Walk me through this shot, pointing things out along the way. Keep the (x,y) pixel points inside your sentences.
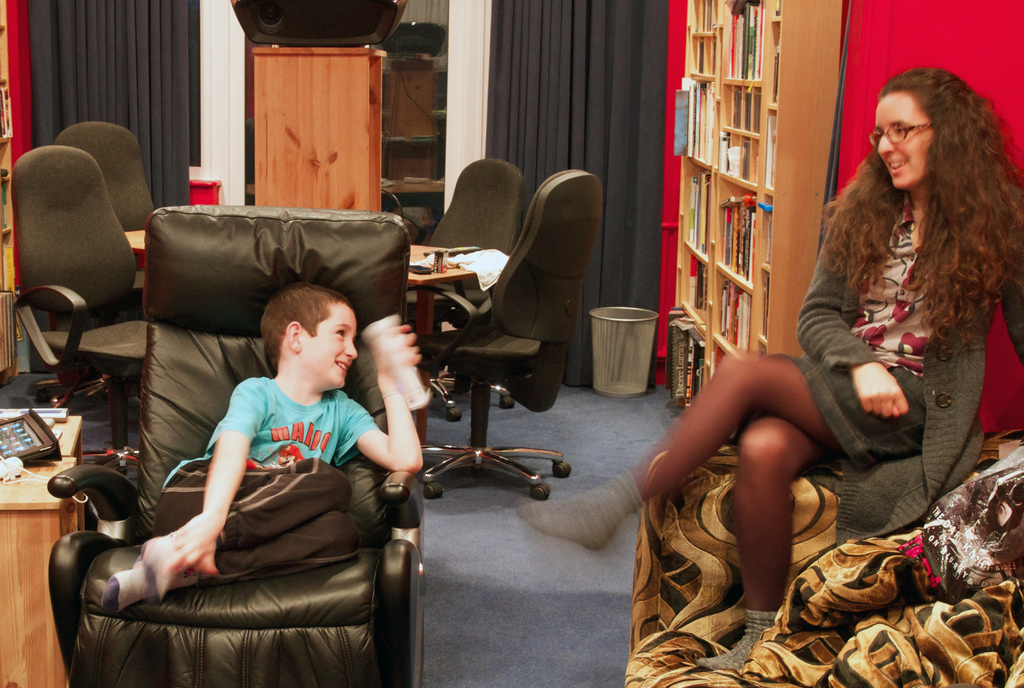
This picture is clicked inside the room (381,334). The boy (333,436) in blue T-shirt (309,438) is holding something in his hand (403,354). He is sitting on the chair (363,544) and he is smiling. Beside him, we see a table (32,525) on which black color object (41,445) is placed. On the right side (865,342), the woman (880,342) in black jacket (907,491) is sitting on the sofa (838,625). Behind her, we see a red wall (928,59). Beside that, we see a rack (777,181) in which books (732,319) are placed. Beside that, we see a black curtain (631,222) and a dustbin (645,350). In the middle of the picture (582,274), we see a table (418,251) around which chairs (579,278) are placed. Behind that, we see a cupboard (336,181) and a black curtain (162,90).
